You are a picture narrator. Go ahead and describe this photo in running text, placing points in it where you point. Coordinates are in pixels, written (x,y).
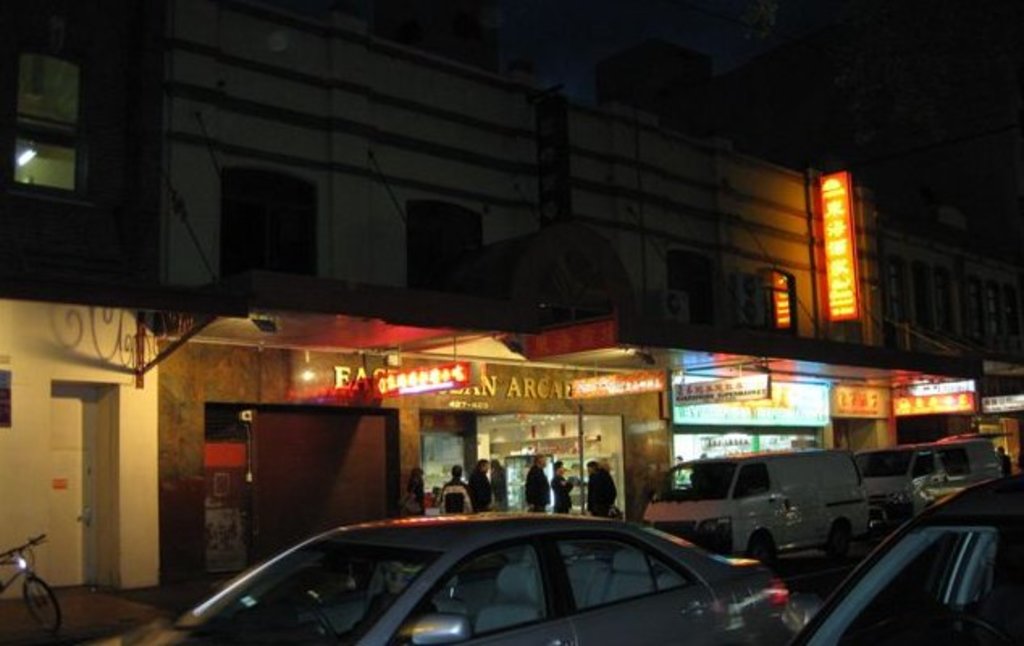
In this image there are buildings (652,239) and stalls (425,363), there are a few boards (415,383) with some text (946,386) is hanging from the ceiling (822,375) of the stalls (575,375), in front of the stalls (517,487) there are a few people (554,485) standing and there are a few vehicles (731,554) parked. The background (757,50) is dark.
